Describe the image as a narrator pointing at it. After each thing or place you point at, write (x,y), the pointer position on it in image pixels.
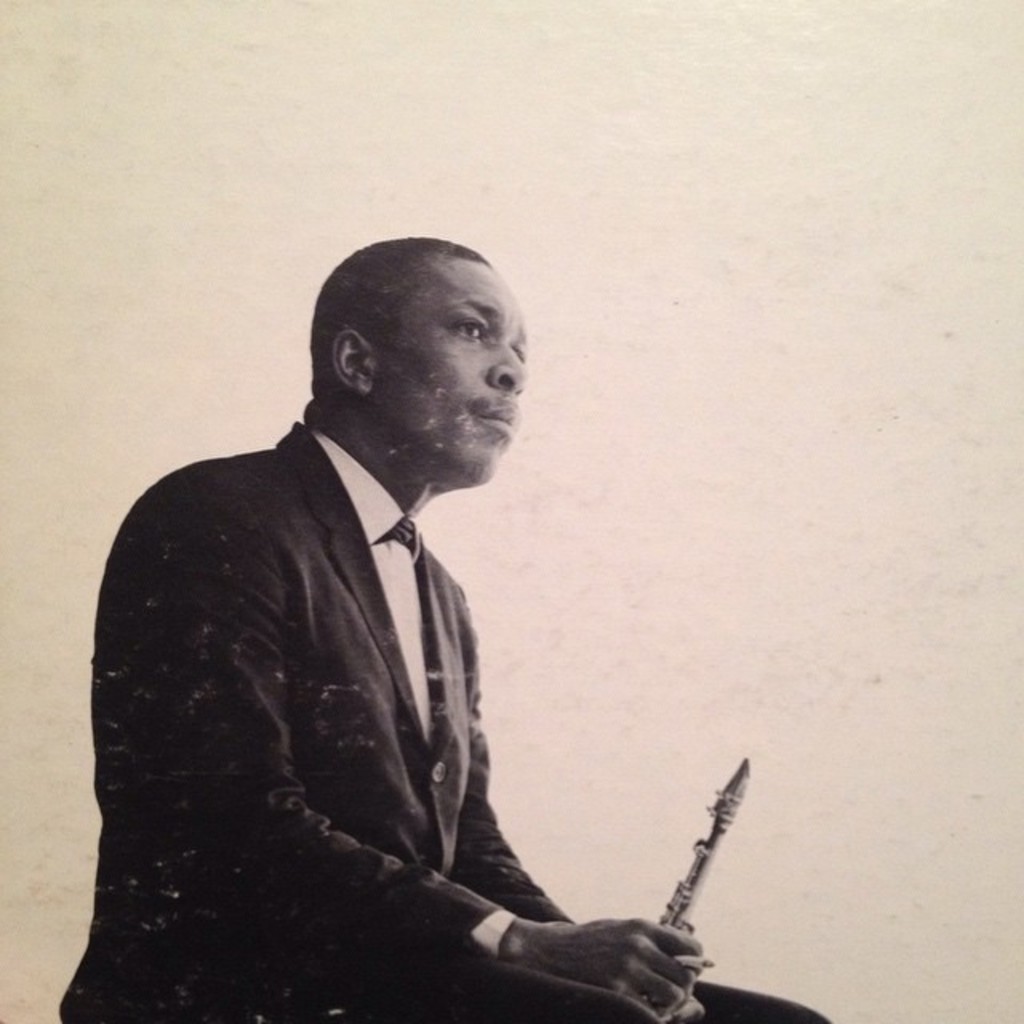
This is a black and white pic. Here a man (658,945) is sitting and holding an object (706,847) in his hand (658,985) and there is a cigarette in his finger (669,993).
